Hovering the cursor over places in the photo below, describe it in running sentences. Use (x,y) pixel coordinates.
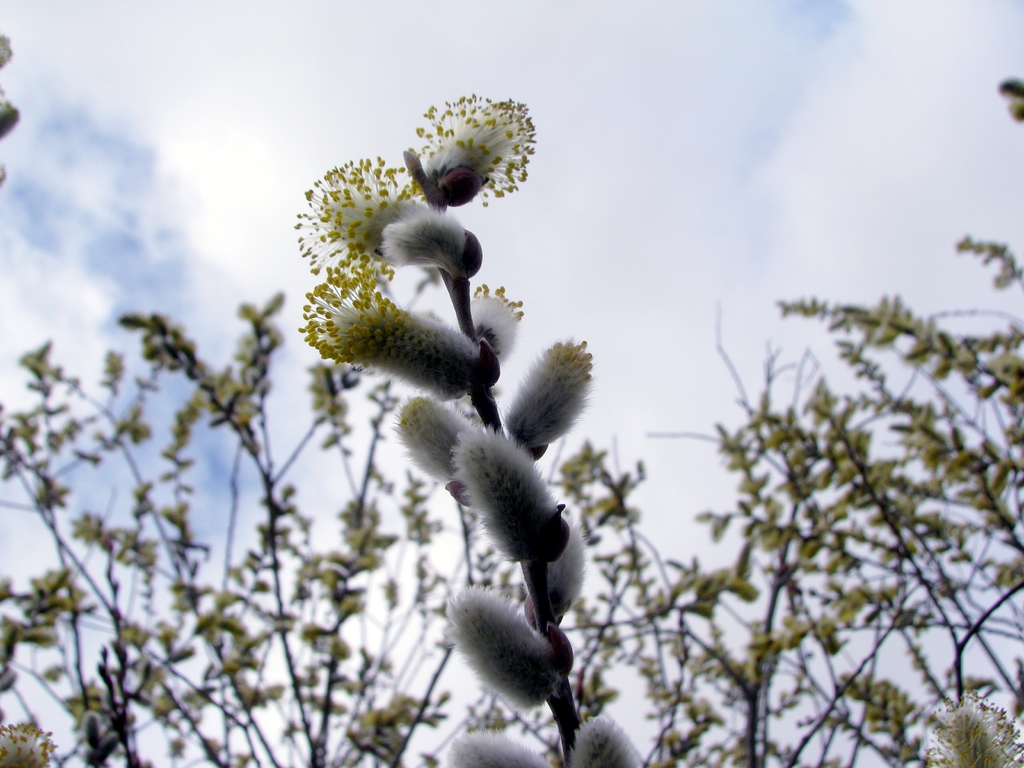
This picture contains flowers (418,436) which are in white color. Behind that, there are trees (343,590) and at the top of the picture (562,180), we see the sky (407,276). This picture might be clicked in the garden (355,472).
